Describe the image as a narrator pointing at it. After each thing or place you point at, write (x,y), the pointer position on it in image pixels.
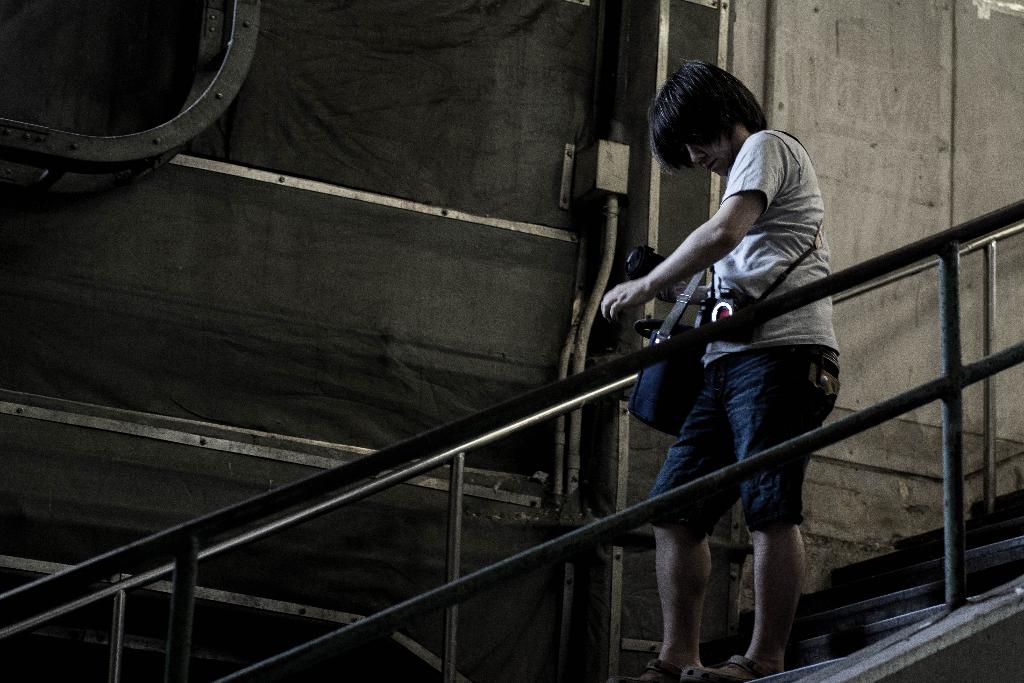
In this image there is a woman (729,349) standing, she is wearing a bag (686,371), there are staircase (868,576), there is a wall (500,323), there is a metal object (234,45) towards the top of the image (221,17), there is a metal object (193,615) towards the bottom of the image (189,640).
